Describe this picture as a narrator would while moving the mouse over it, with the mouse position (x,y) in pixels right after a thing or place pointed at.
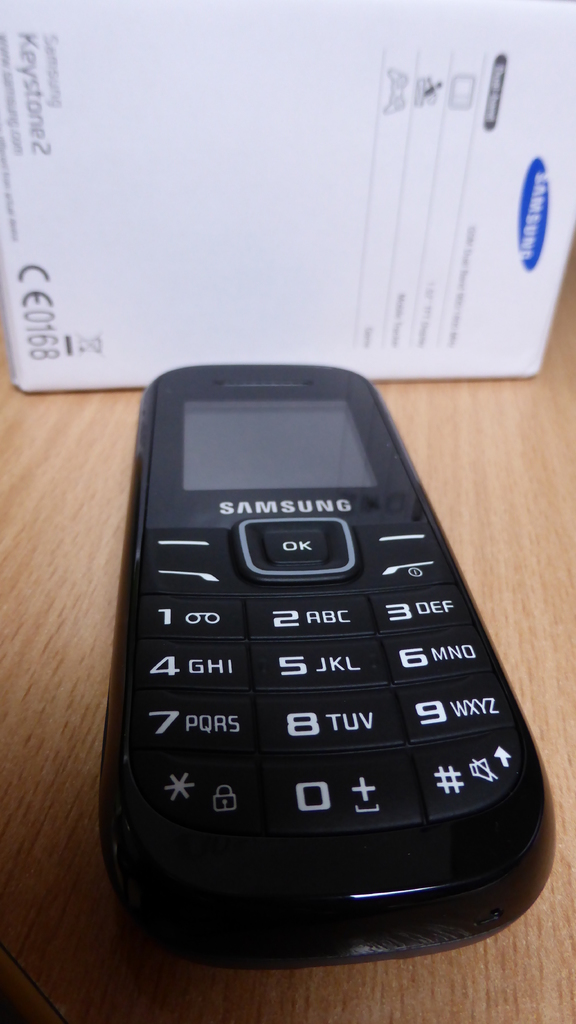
In this picture we can see a mobile phone (403,780) here, in the background (303,353) there is a white color box (251,163), at the bottom (520,1016) there is a wooden surface (461,986).
